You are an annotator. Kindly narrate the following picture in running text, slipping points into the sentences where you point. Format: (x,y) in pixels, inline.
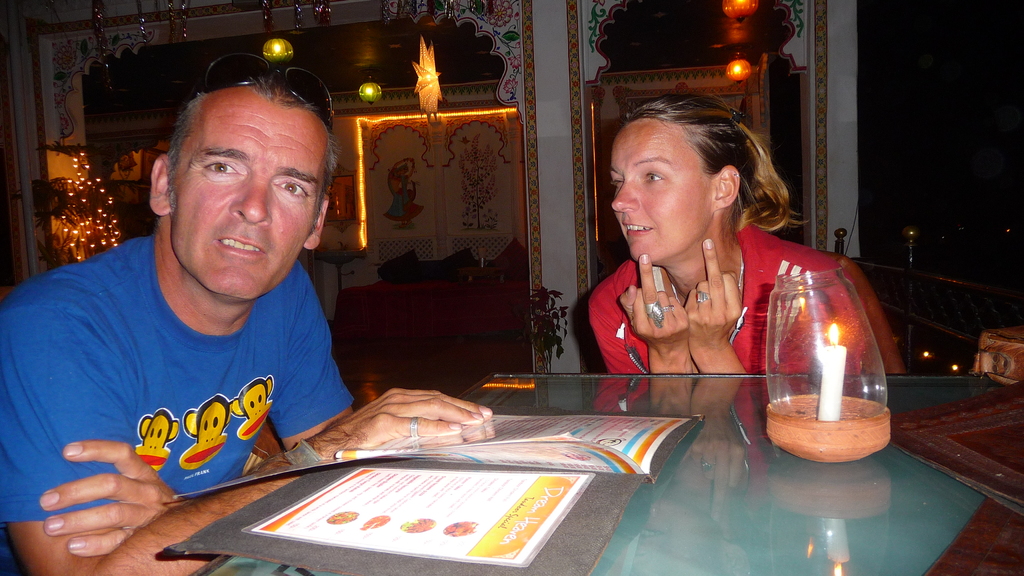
There is a man (77,507) and woman (623,207) sitting in front of table (782,544) holding a menu (573,572) and on the other side there are stars (421,91) and balls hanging from the wall (468,239).
